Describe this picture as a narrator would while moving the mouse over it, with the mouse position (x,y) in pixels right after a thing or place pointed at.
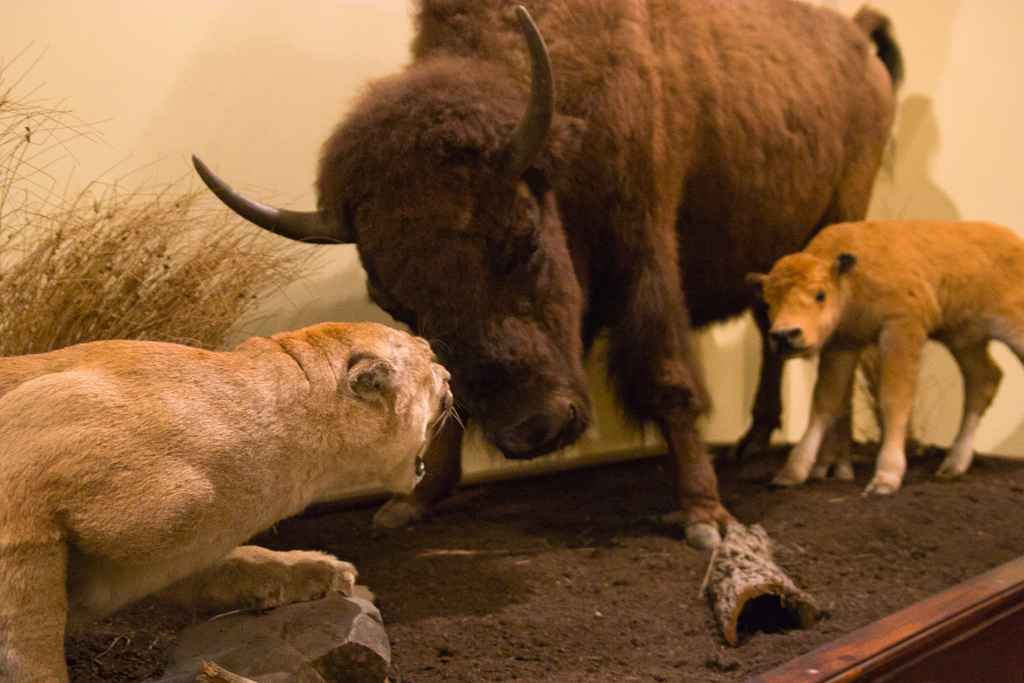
In this image there is a roaring mountain lion (227,426) on the left side (212,593). On the right side (920,284) there is a bison calf (819,325). In the middle (593,239) there is a bison (618,213). In the background (224,62) there is a wall (247,74). At the bottom (582,603) there is sand (596,574).
